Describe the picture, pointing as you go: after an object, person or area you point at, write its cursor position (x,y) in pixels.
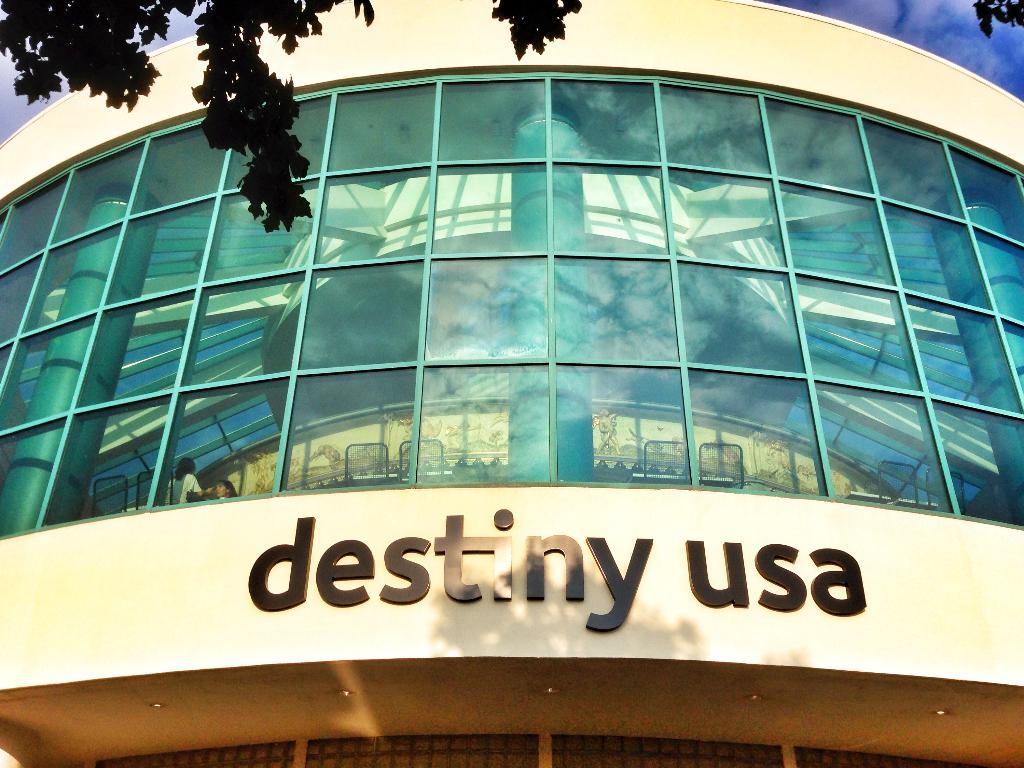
In the center of the image (559,388) there is a building (311,547). At the top (91,75) there are trees (239,129) and sky (892,36).
